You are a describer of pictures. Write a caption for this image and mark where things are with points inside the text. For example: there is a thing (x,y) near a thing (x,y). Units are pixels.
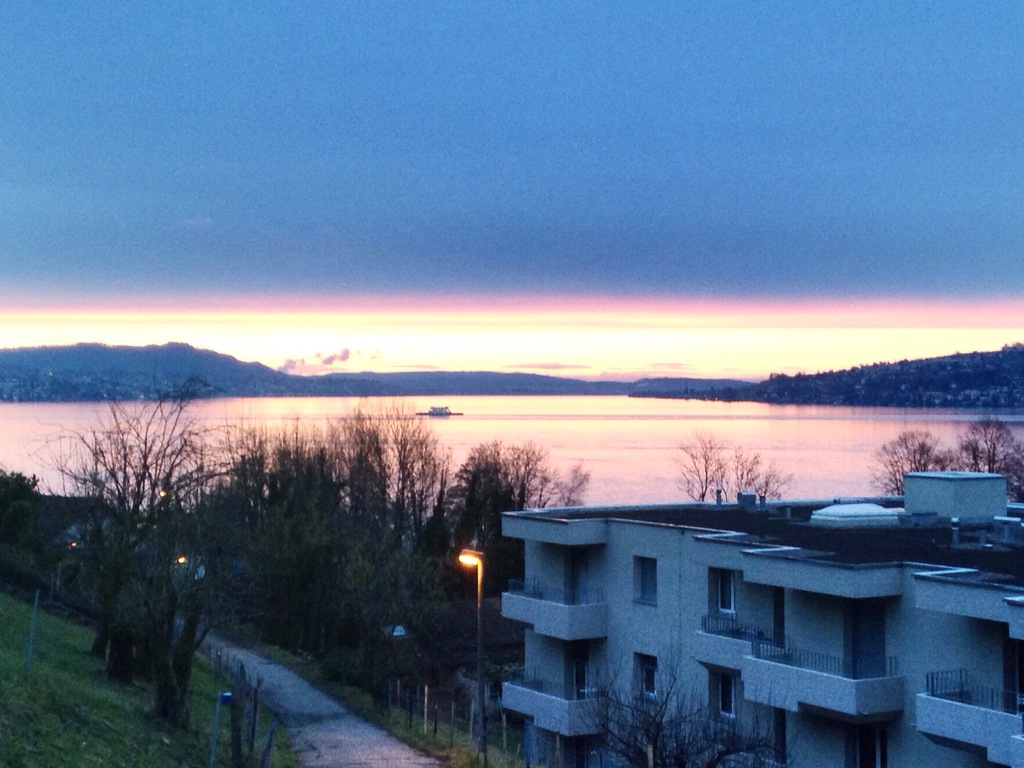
In this image there is a road (295,694) in the middle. Beside the road (317,721) there are trees (319,547). At the top (467,68) there is sky (456,68). In the background (534,403) there is water (584,422) which is surrounded by the hills (102,354). On the right side (726,544) bottom there is a building (693,655). In front of the building (595,614) there is a light (471,565).
